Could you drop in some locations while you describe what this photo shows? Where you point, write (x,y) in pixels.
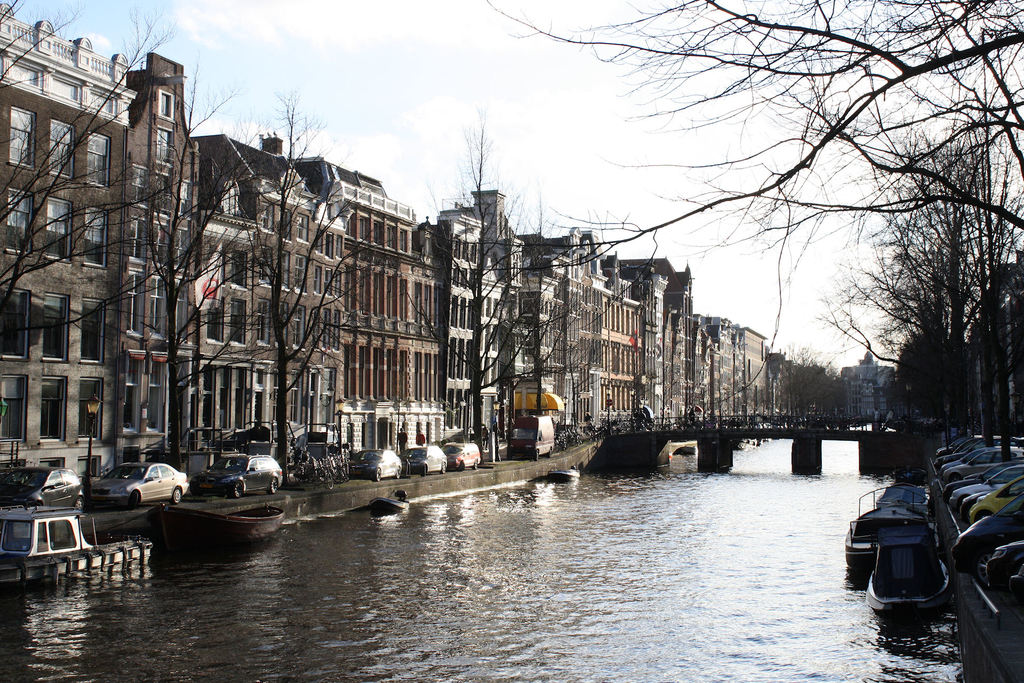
On the right (882,388) and left side of the image (187,367) there are buildings (224,400), in front of the buildings (109,355) there are trees (173,347) and there are parked vehicles (232,464) on the road (303,486). At the center of the image (620,430) there are few boats (46,514) on the river (676,453) and there is a bridge (734,420). In the background (598,99) there is a sky (314,39).
